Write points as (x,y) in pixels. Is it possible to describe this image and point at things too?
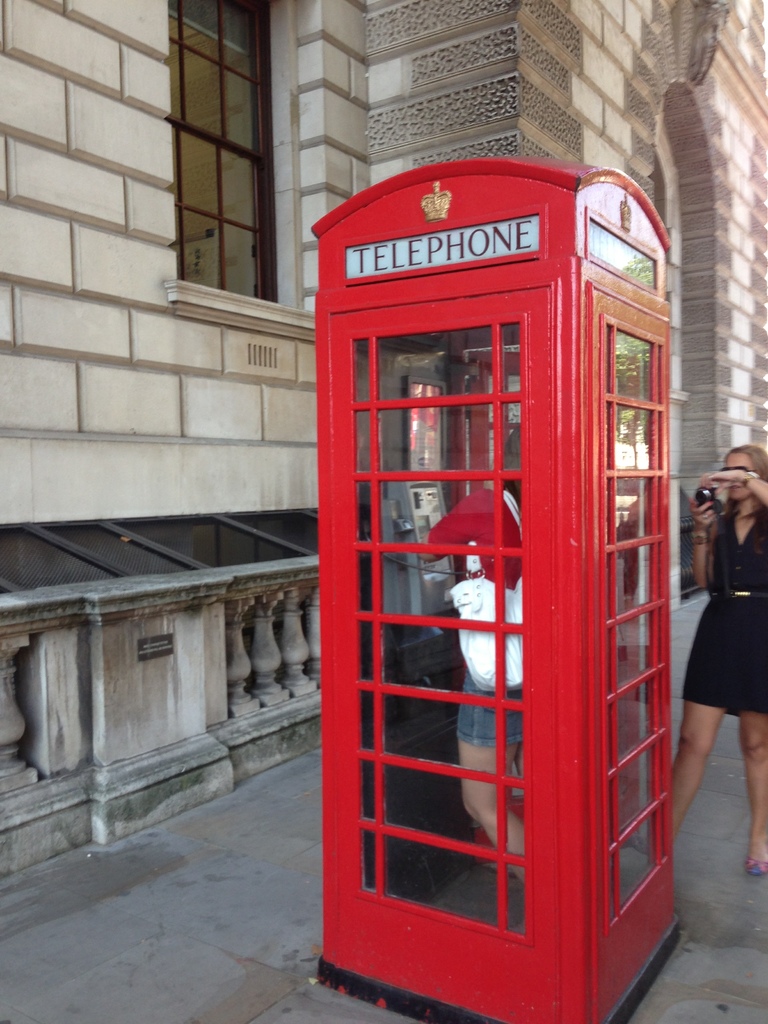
In this image there is a telephone booth (555,668) on the footpath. In the telephone booth (527,907) there is a woman (470,707) speaking in the telephone (415,514). In the background (346,189) there is a building (209,125) with the window (195,137). On the right side (730,552) there is a woman (725,621) standing on the footpath (710,788) and taking the pictures with the camera (710,497).
